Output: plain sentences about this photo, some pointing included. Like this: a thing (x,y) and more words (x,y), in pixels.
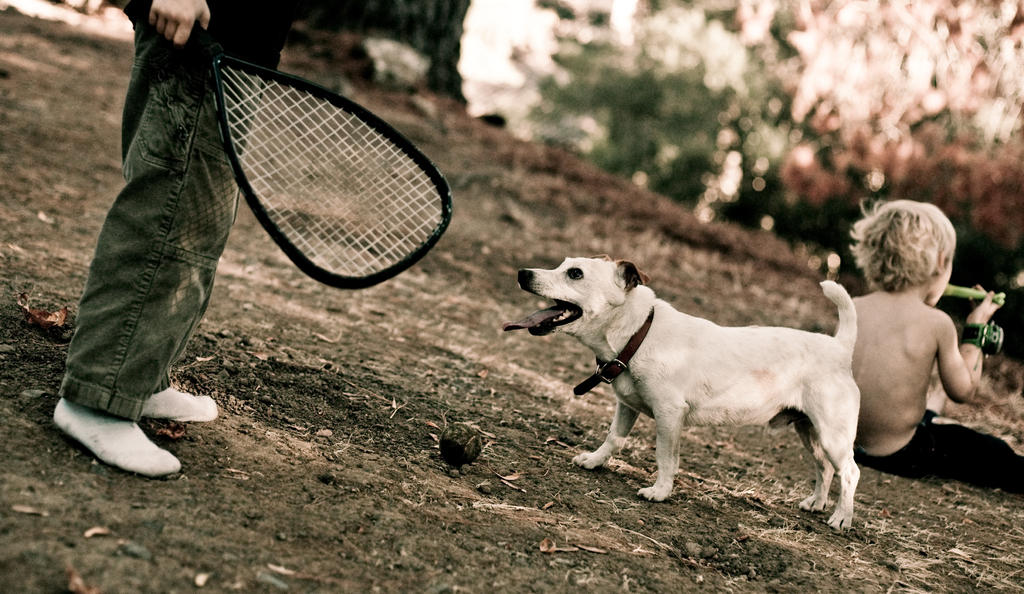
In this image, we can see a person (213,129) holding a racket (362,215) and there is a dog (694,378) and we can see a kid (925,363) sitting and holding an object (960,287) and in the background (433,49), we can see trees (542,74). At the bottom (313,470), there is ground (281,463).
